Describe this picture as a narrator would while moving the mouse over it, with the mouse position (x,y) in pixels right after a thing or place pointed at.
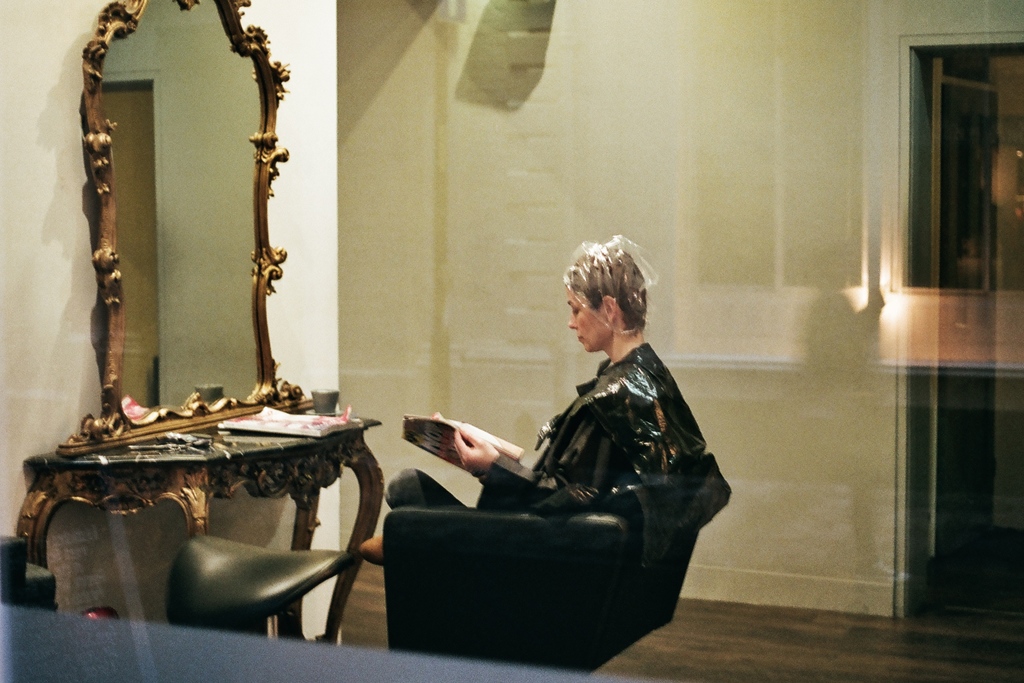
In this image i can see a woman (547,466) sitting on a chair (528,580) and holding a book (459,452), she is wearing a cover (643,278) to her head (604,328), i can see a mirror (233,319) in front of her and a table (302,453) on which there is a book (279,425) and few other objects (329,407). In the background (357,376) i can see a wall (350,395) and a door (1010,327).
